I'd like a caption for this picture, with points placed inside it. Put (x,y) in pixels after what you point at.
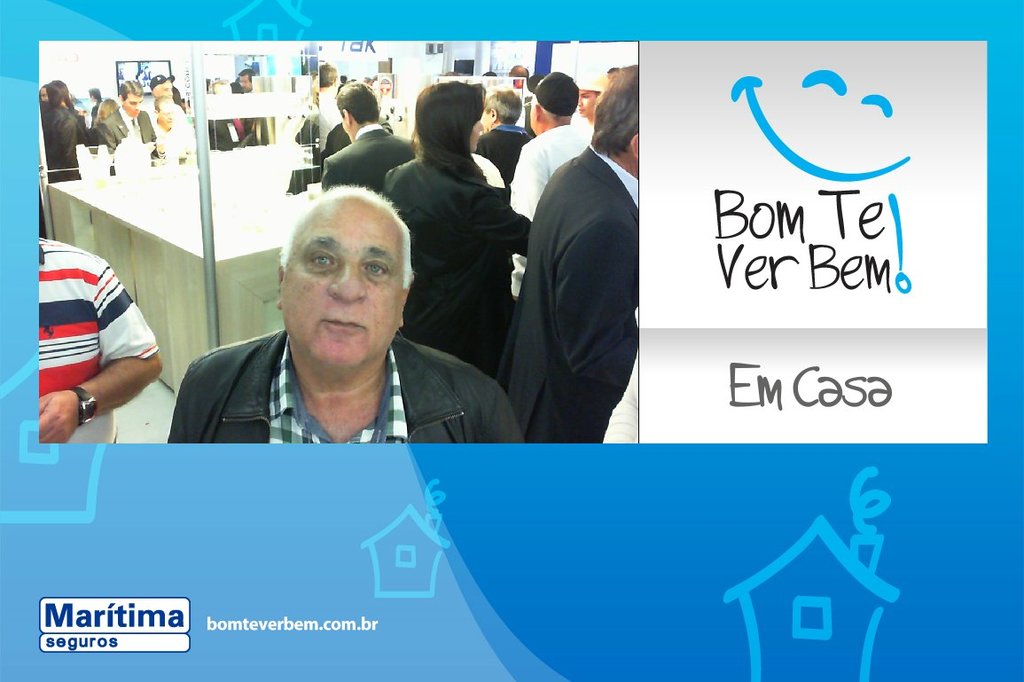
In this image I can see a picture (239,312) in which I can see few persons (444,337) wearing black and white colored dresses (476,198) are standing and the white colored wall (571,68). I can see something is written with black color on the white colored surface (805,272) and blue colored background (617,554).
